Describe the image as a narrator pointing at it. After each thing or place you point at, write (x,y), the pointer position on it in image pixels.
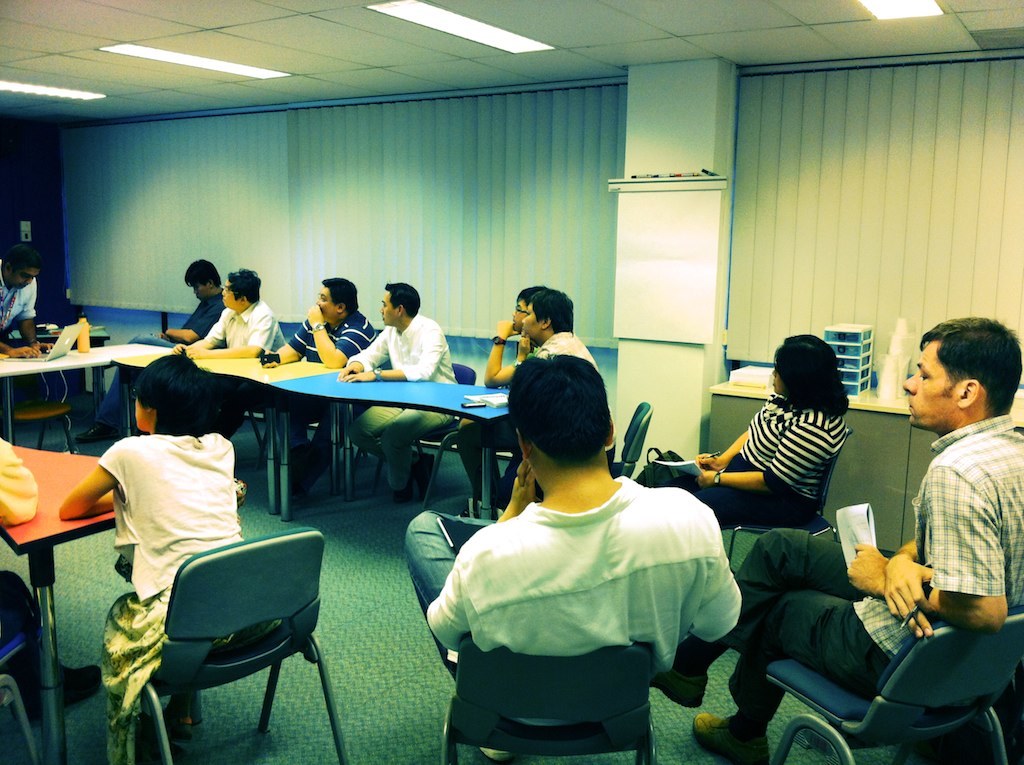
This image is taken inside a room (462,358), there are many people (392,313) in this room (409,646). In the middle of the image (575,501) a man (608,492) is sitting on a chair (480,719). In the left of the image (227,470) a woman (127,669) is sitting on a chair (204,586) and placing her hands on a table (62,540). In this room (38,394) every person (974,624) is sitting on a chair (956,630). At the top of the image (15,25) there is a ceiling (309,74) with lights (895,8). At the background (995,178) there is a wall (680,144) with window blinds (408,240).
